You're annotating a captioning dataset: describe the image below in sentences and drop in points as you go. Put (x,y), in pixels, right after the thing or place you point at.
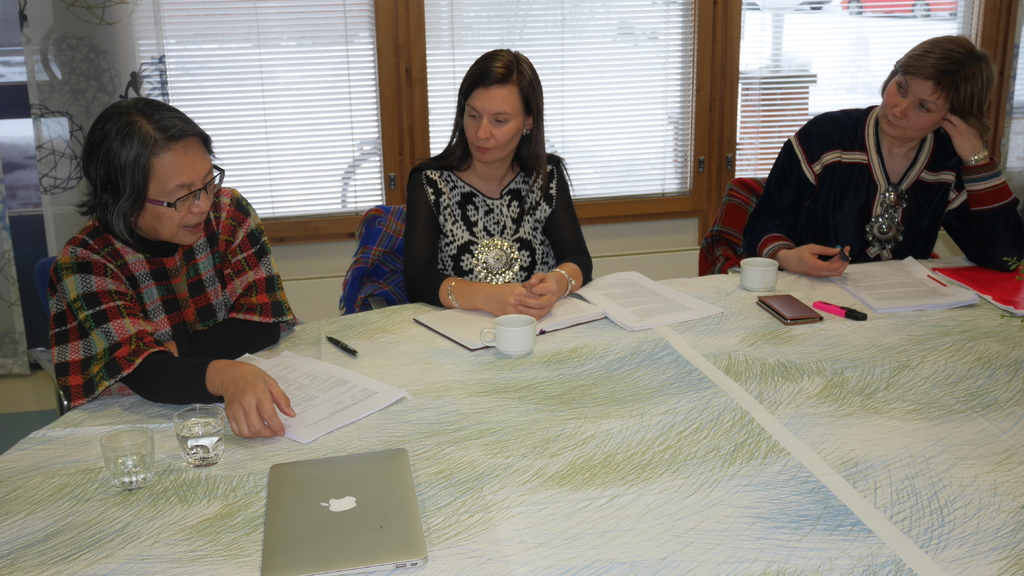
In this image in the middle (509,212), there is a woman (518,210), she wears a black dress (514,233). On the left (136,280) there is a woman (136,280), she wears a dress (136,280), she is holding a paper (280,368). On the right (894,131) there is a woman (891,150), she is sitting on the chair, in front of them there is a table (844,371) on that there are papers (661,323), books (539,326), cups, mobile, pens (843,317), glasses (192,467) and laptop (368,487). In the background (721,62) there are windows (665,65), curtains (71,59).
